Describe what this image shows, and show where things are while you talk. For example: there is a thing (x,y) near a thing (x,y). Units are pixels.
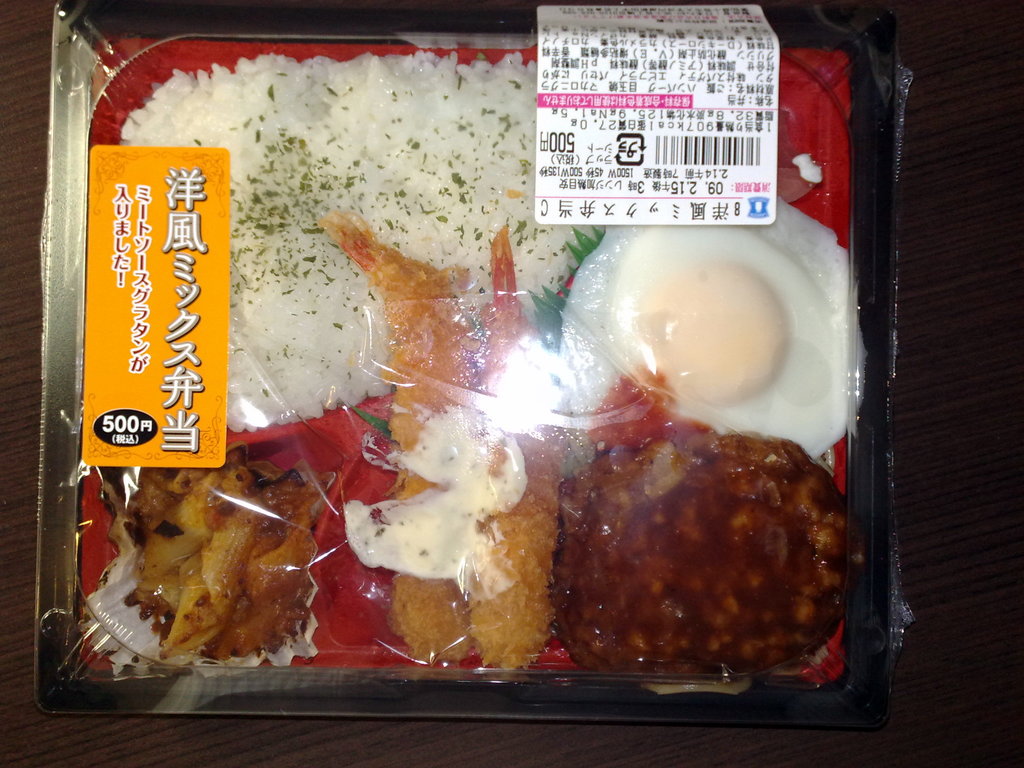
In this picture we can see a box (845,715) on the wooden object (714,744) and in the box (560,718) there are some food items (710,457) and the box (854,94) is covered with a plastic cover (163,653). On the cover (470,289) there are some labels (542,202).
